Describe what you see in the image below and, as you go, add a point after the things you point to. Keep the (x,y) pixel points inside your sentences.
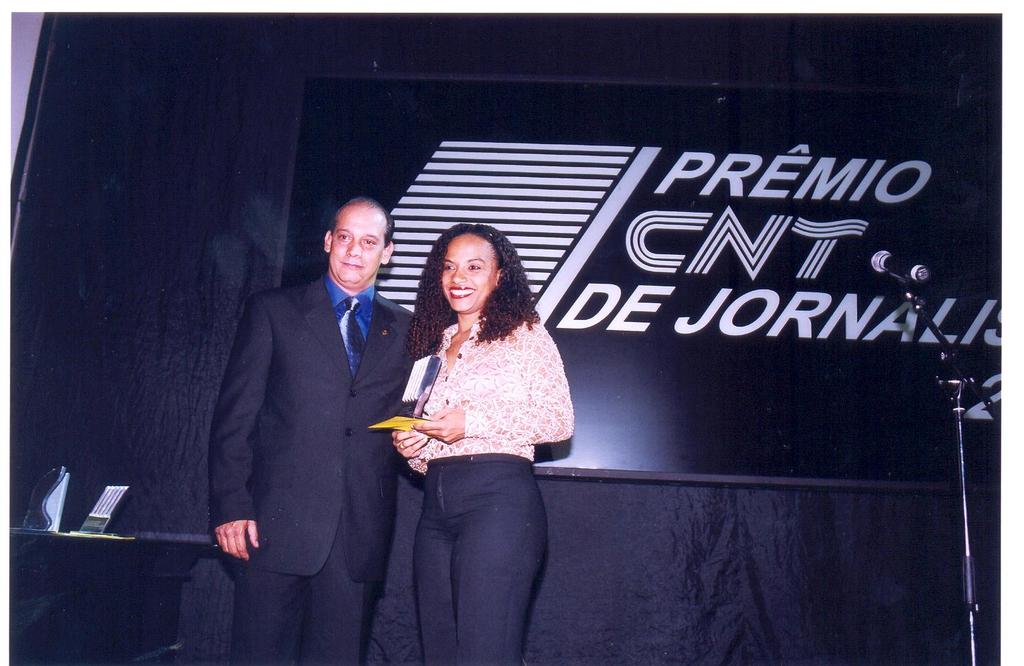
In this image we can see a man (367,265) and a woman (504,452) standing on the dais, mementos (89,522) on the table (137,536), mic (915,283) fixed to the stand (964,493) and an advertisement (429,245) in the background (724,257).
